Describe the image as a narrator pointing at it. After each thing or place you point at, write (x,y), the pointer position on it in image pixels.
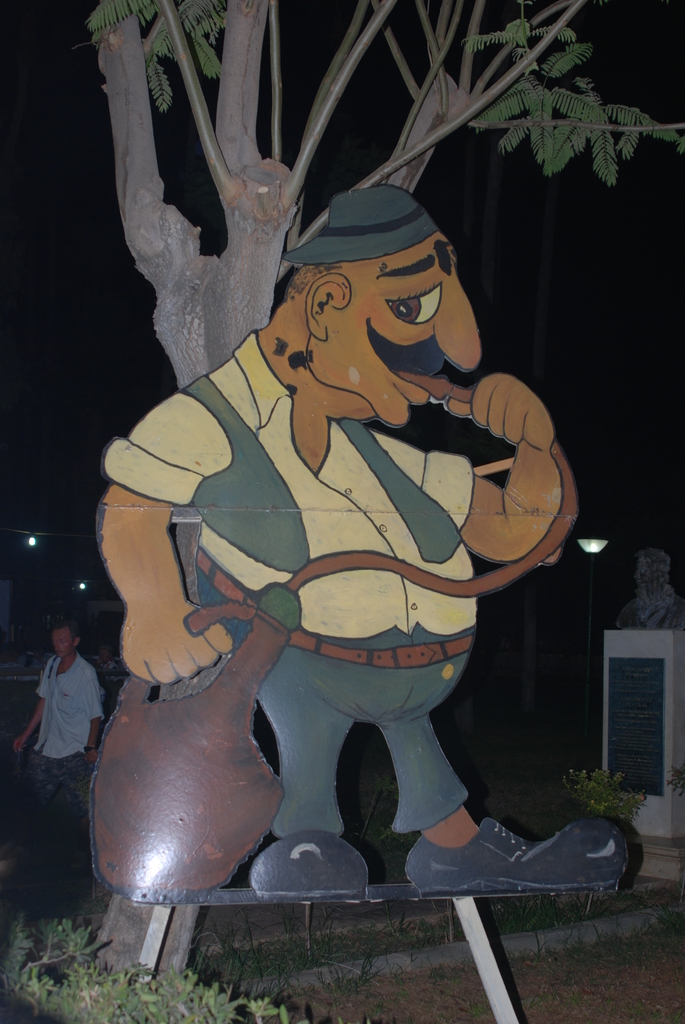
In this image I can see depiction of a man (359,296) and of a tree (188,340). I can also see few plants (61,1018) a sculpture (627,656) and over there I can see a man (79,677) is standing. I can also see this image is little bit in dark from background (51,100).
